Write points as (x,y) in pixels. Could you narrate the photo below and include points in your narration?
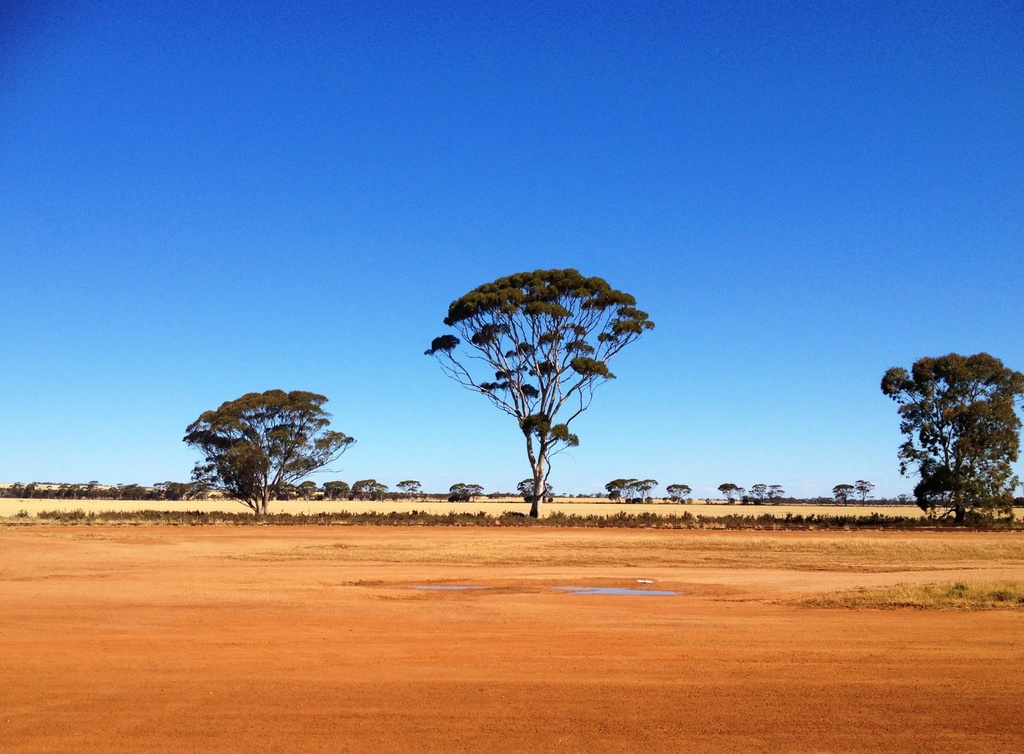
In this image we can see ground (596,551), plants (617,521), grass (706,541), and trees (645,319). In the background (554,176) there is sky (624,182).
